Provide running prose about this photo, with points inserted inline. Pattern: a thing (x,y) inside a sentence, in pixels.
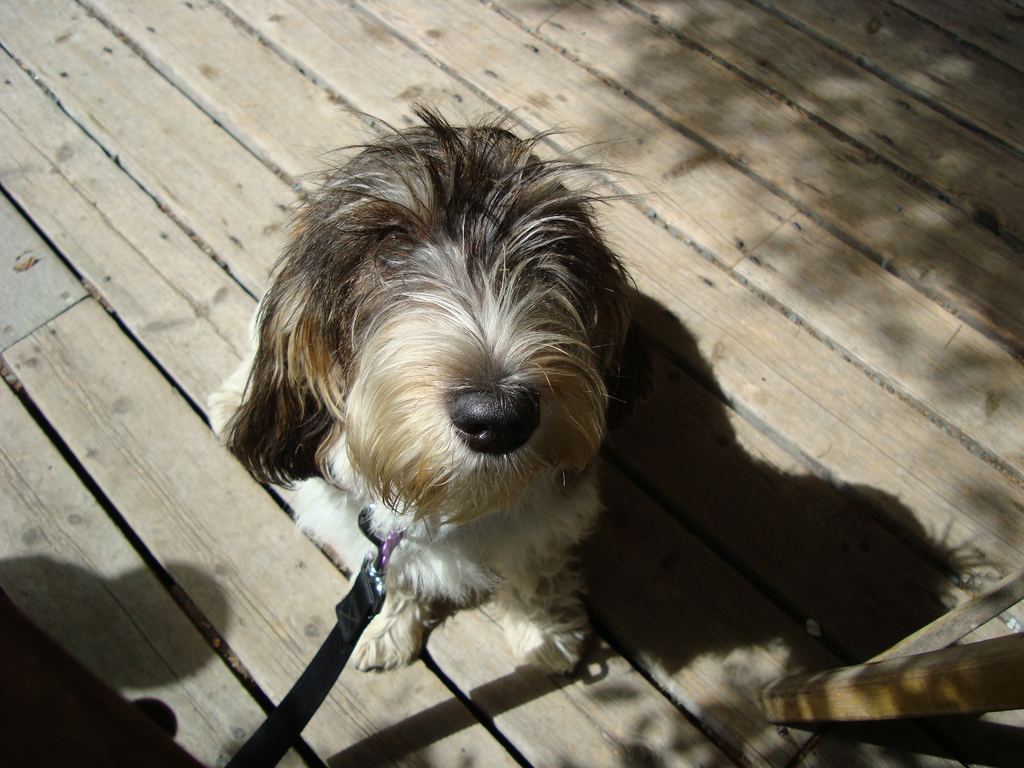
In this picture we can see a dog (532,513) on a wooden surface (58,86) and there is a belt (264,751) tied to it.
